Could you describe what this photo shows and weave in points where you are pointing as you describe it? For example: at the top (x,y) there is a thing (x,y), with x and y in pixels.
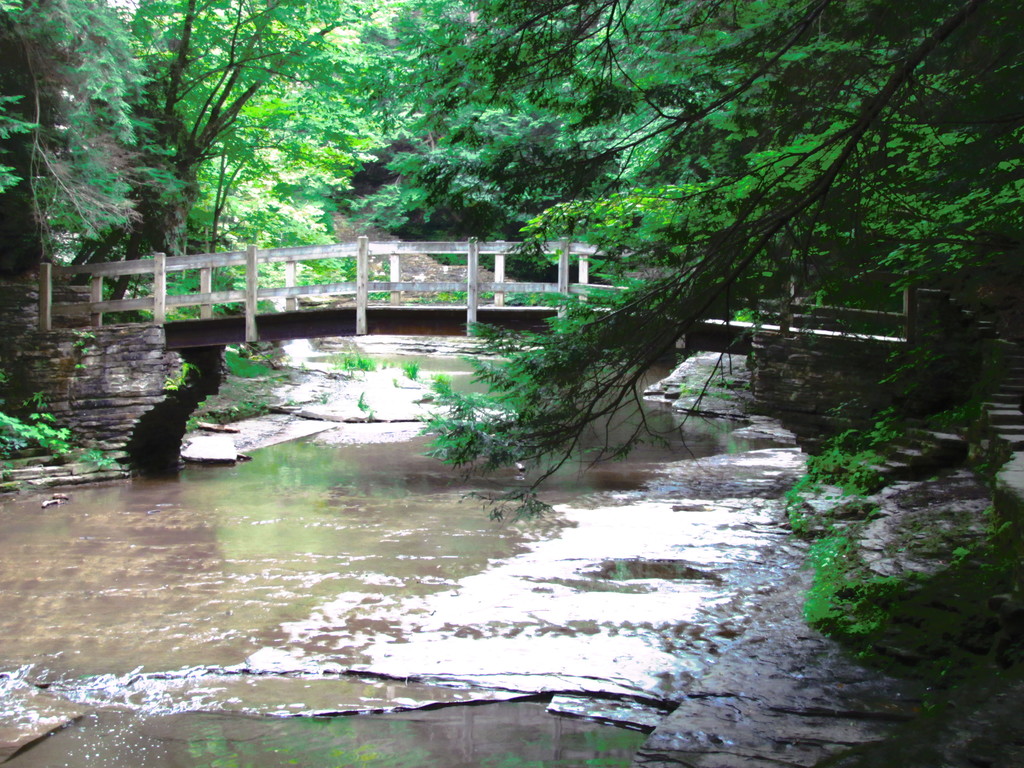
In this image, we can see a river (462,571), there is a bridge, we can see some trees (504,128).
